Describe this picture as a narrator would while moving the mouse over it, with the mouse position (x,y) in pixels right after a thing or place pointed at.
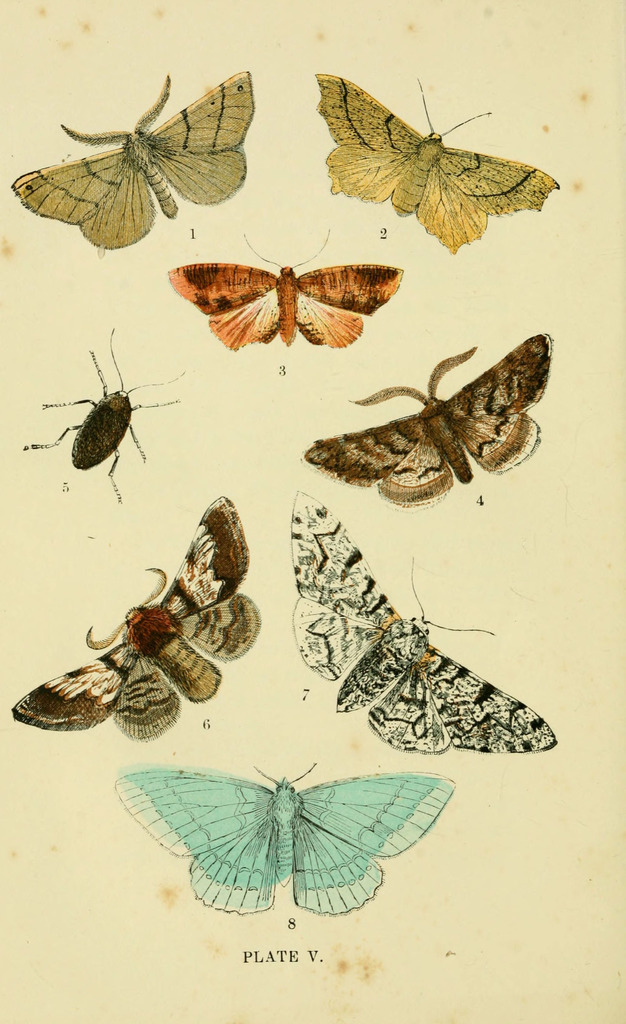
In this image we can see some butterfly (208,129) and an insect images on a paper (504,294), also we can see some text (286,952).
